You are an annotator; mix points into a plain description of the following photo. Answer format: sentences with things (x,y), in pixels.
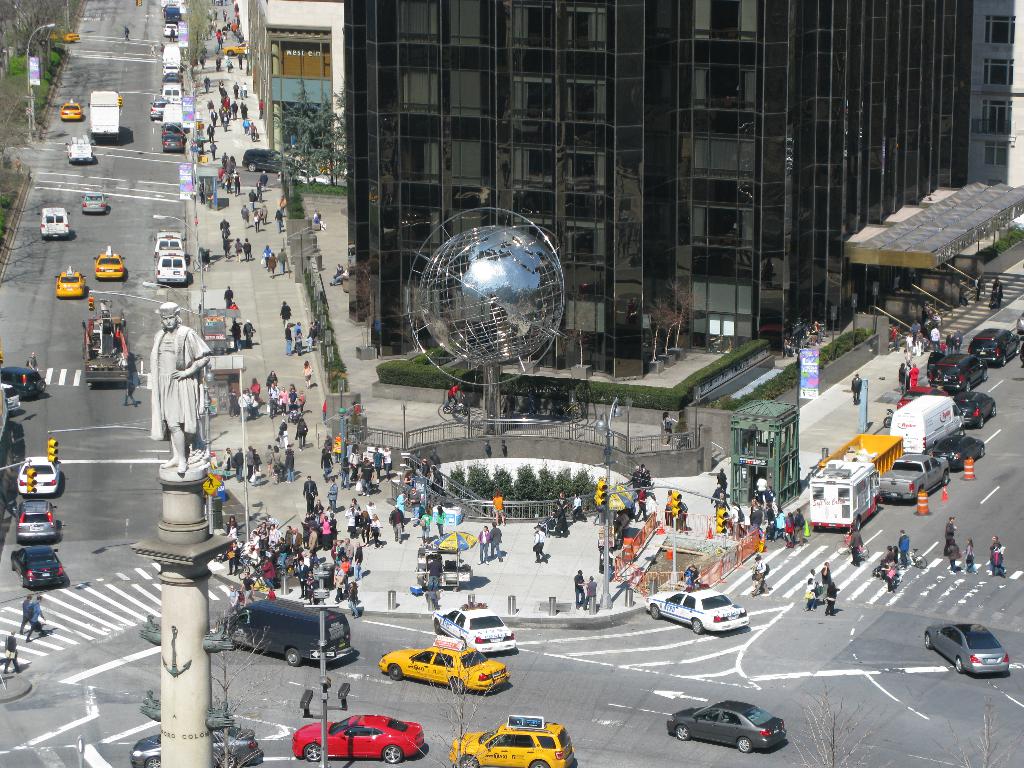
In this picture I can observe a statue (175,432) on the left side (190,521). There are some cars (439,663) and people (396,525) in this picture. The cars (242,639) are moving on the road (85,520) and people (324,529) are walking on the footpath (280,333). In the middle of the picture (492,485) I can observe some plants (505,475) and a globe (500,293). In the background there are buildings (459,72).
